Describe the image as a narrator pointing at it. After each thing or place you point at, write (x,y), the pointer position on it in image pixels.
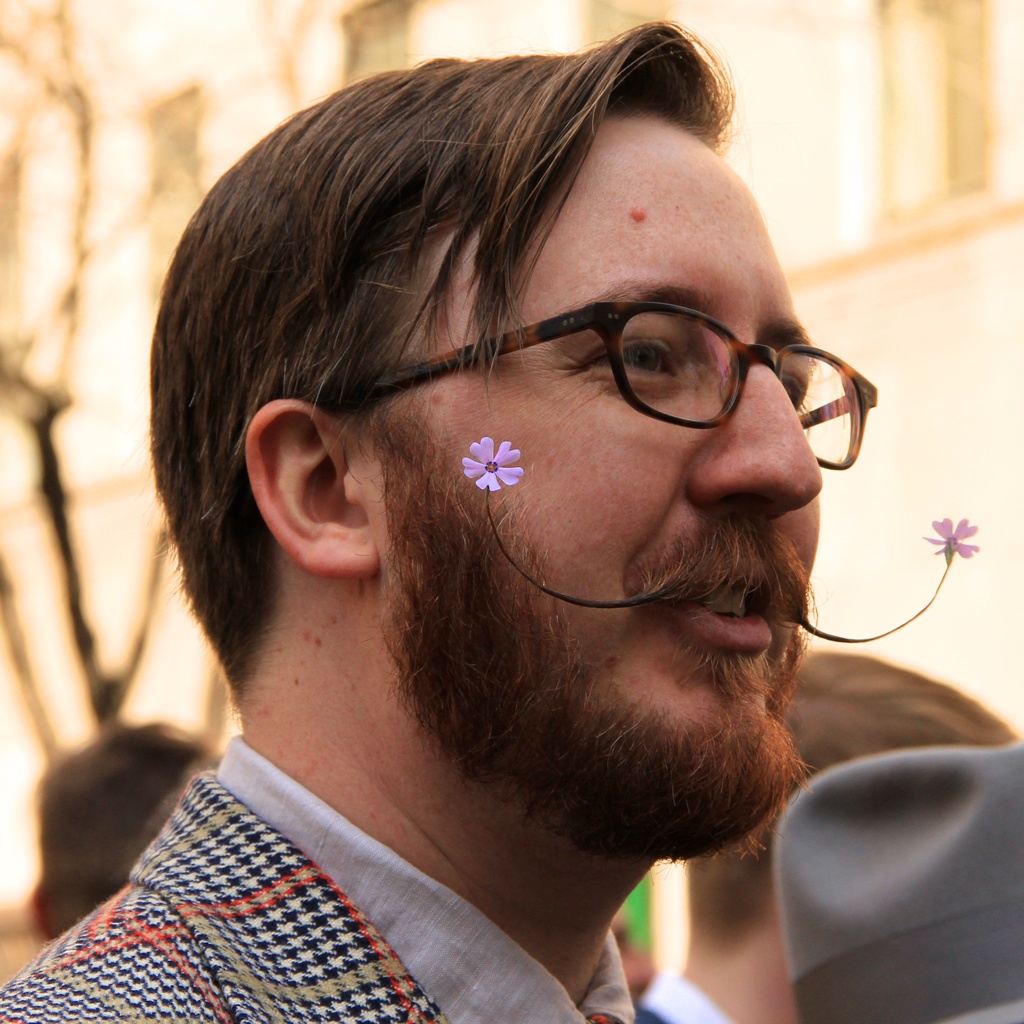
In this image we can see a man (540,481) wearing the glasses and some flowers (508,451) on his mustache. On the backside (885,685) we can see some people (887,792).
